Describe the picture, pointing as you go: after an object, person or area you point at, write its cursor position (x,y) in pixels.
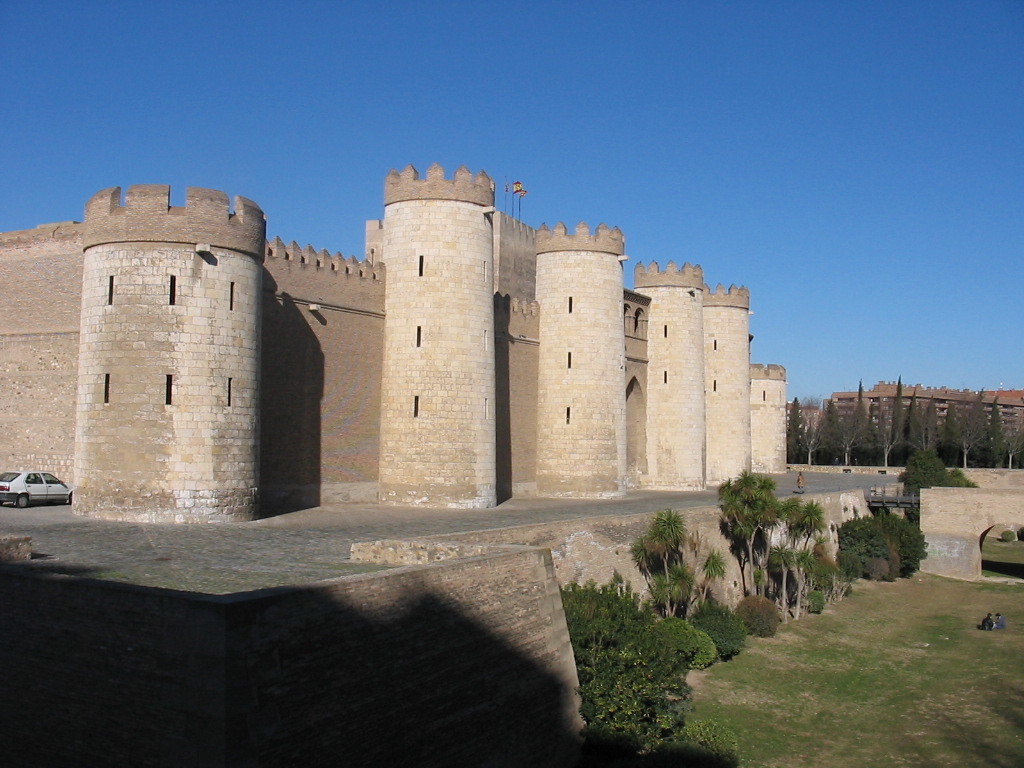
In this image I can see trees (687,716) in green color, in front (43,487) I can see a vehicle (27,497) in white color, a building (284,370) in brown color and sky (565,141) in blue color.
